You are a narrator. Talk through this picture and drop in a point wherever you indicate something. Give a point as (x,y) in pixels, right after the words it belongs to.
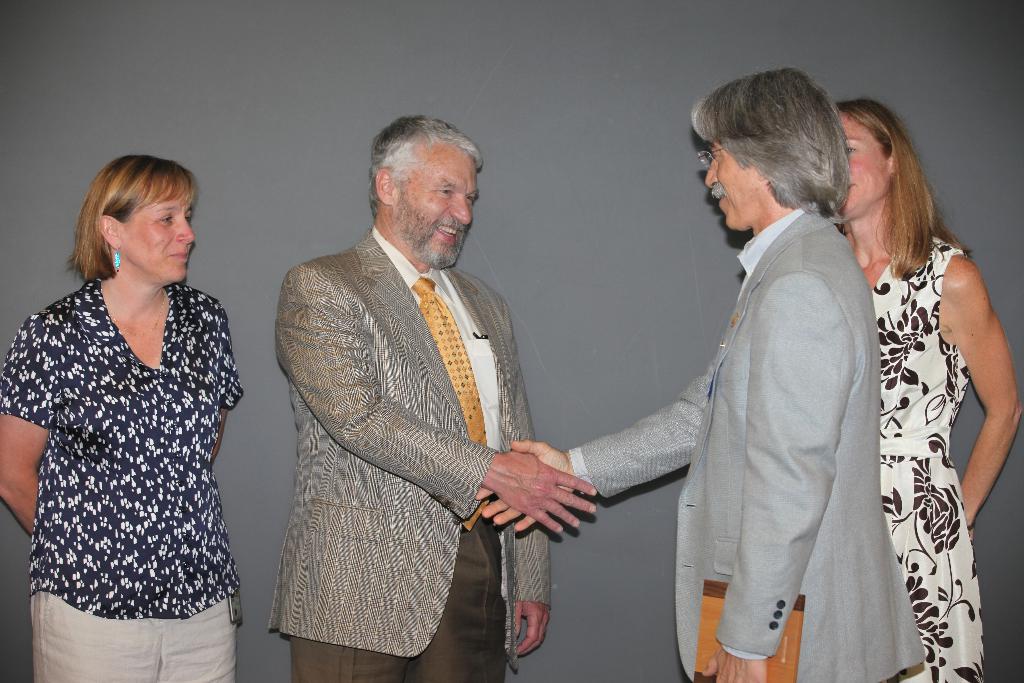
This image is taken indoors. In the background (205,92) there is a wall (611,96). On the left side of the image (120,336) a woman (132,436) is standing on the floor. On the right side of the image (910,235) a woman (878,201) is standing on the floor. In the middle of the image (360,273) two men (408,208) are standing on the floor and congratulating each other with smiling faces (428,224).
